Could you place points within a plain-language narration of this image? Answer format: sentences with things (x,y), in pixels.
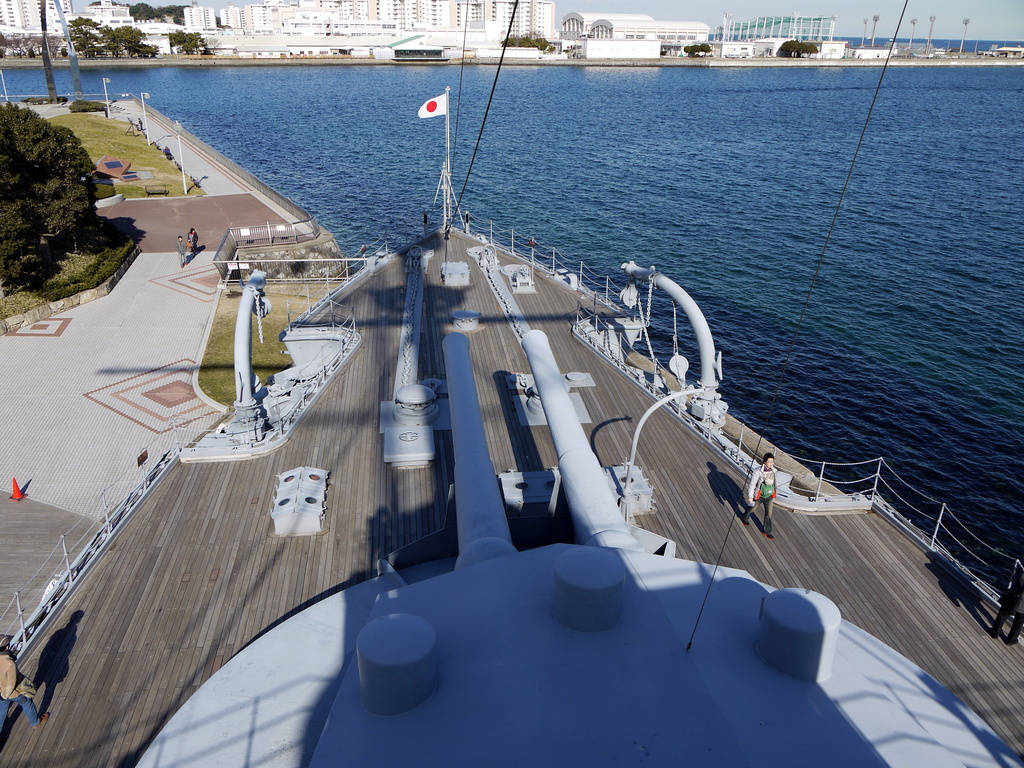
We can see ship (643,436) above the water (808,462) and there is a person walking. We can see pole (446,117), ropes (464,189) and flag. We can see tree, grass (173,190), people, poles (185,181) and traffic cone (16,497). In the background (592,45) we can see buildings (507,55), trees (784,54), poles (964,36) and sky (950,31).
